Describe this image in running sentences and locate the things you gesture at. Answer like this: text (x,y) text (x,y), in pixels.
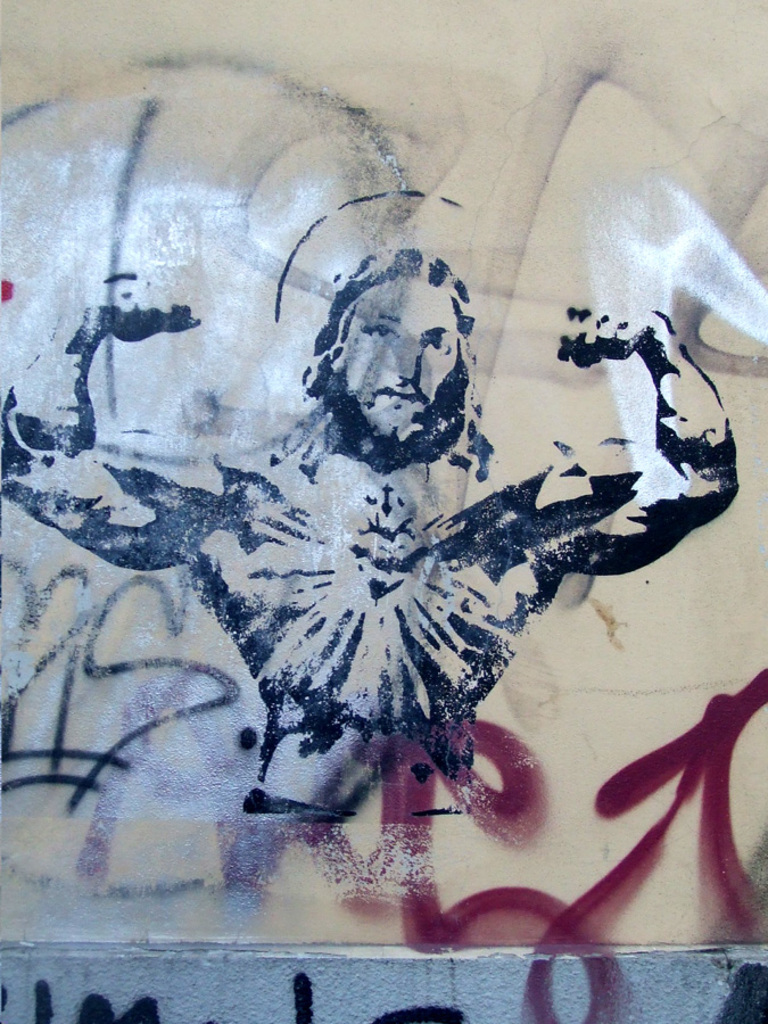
In this image we can see paintings (415,693) on the wall (357,514).
